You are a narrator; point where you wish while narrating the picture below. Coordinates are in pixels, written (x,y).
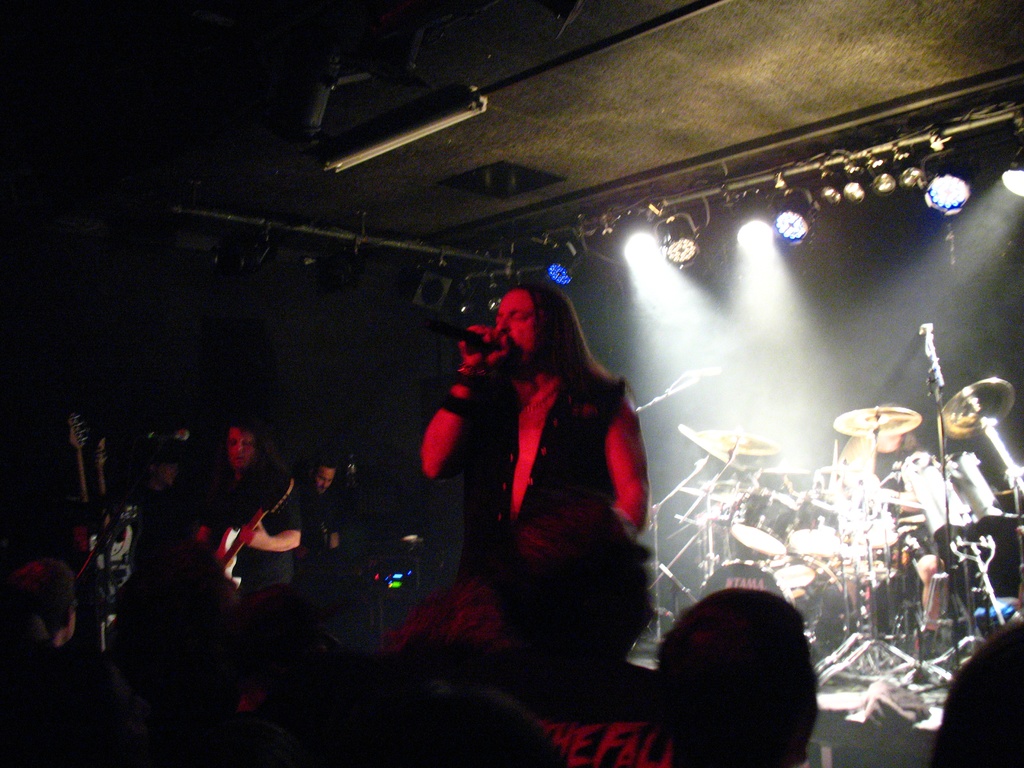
This picture describes about group of people (505,575), in the left side of the image (262,445) we can see a man (249,479), he is holding a guitar (233,537), in the middle of the image (491,482) we can see another man (485,427), he is holding a microphone (450,325), in the background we can find few musical instruments (744,440), metal rods (717,189) and lights (757,221).
